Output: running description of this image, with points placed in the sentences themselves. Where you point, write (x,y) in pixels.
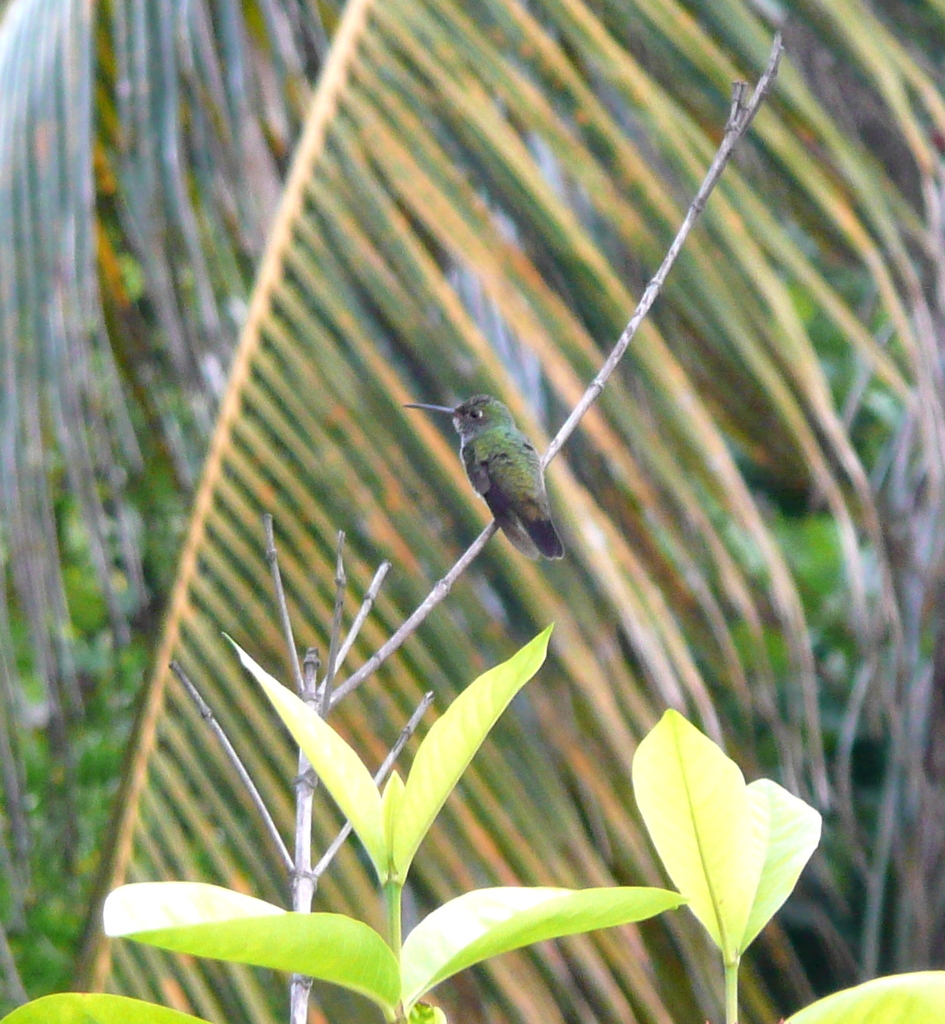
In this picture there is a bird (424,407) on a branch (461,568) and we can see leaves (403,797). In the background of the image (552,107) we can see leaves (249,282).
